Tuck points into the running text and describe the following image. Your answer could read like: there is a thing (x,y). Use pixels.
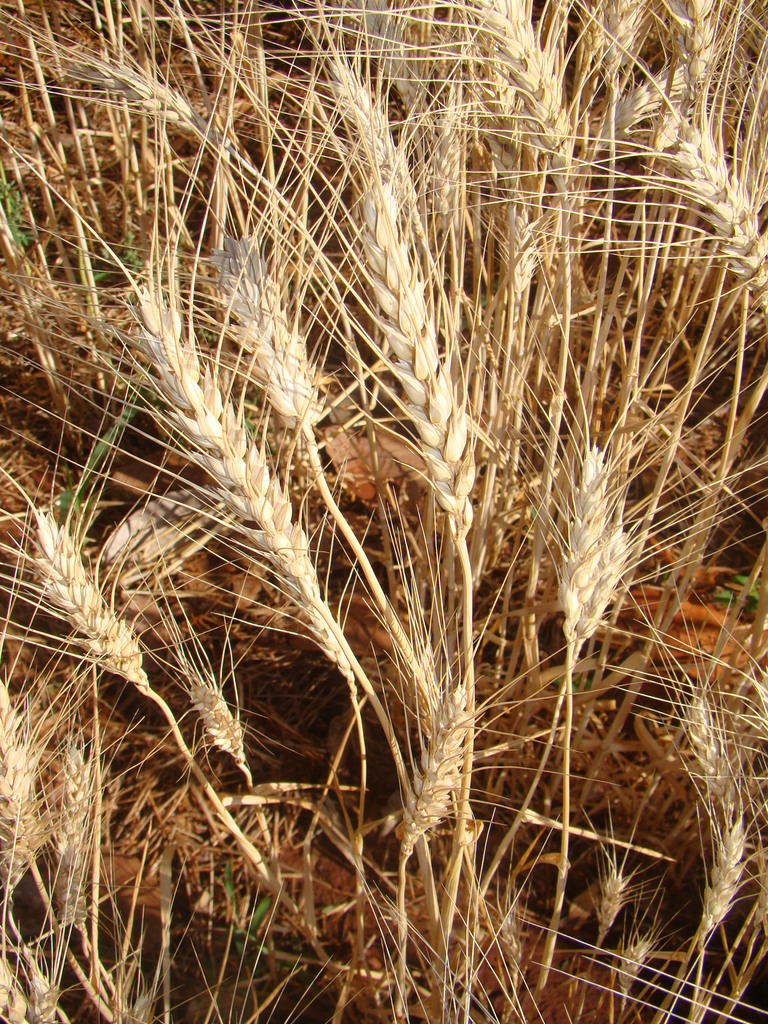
In this image there are plants (409,378) of wheat (294,400).
